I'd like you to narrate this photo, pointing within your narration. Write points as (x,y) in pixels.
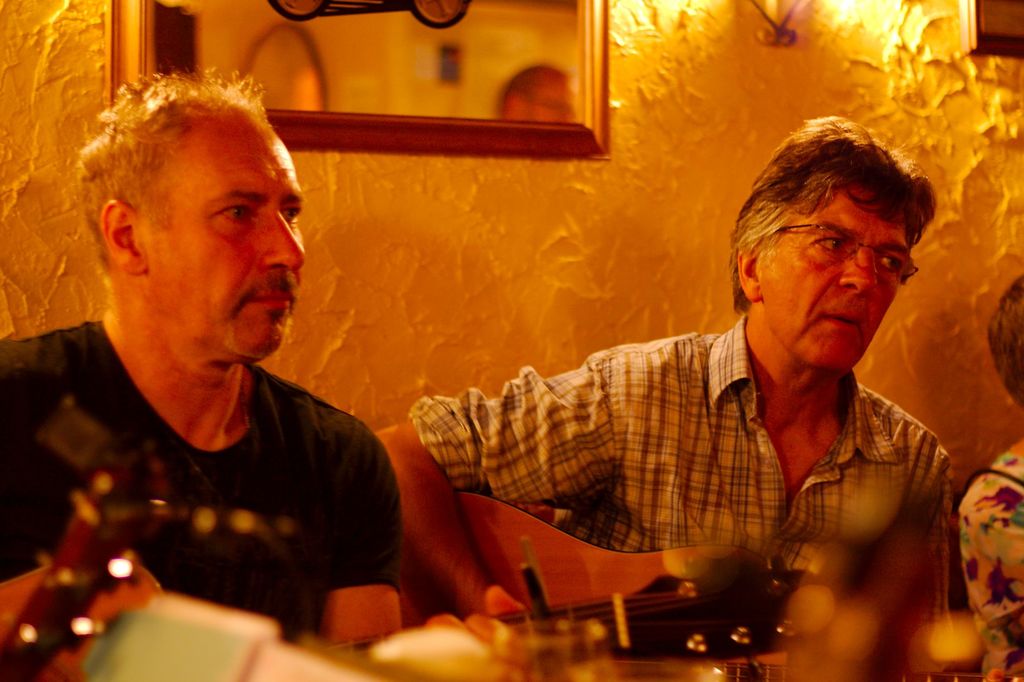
This is a picture of two people (624,413), one among them is wearing the spectacles (823,257) and holding a thing (482,514).
